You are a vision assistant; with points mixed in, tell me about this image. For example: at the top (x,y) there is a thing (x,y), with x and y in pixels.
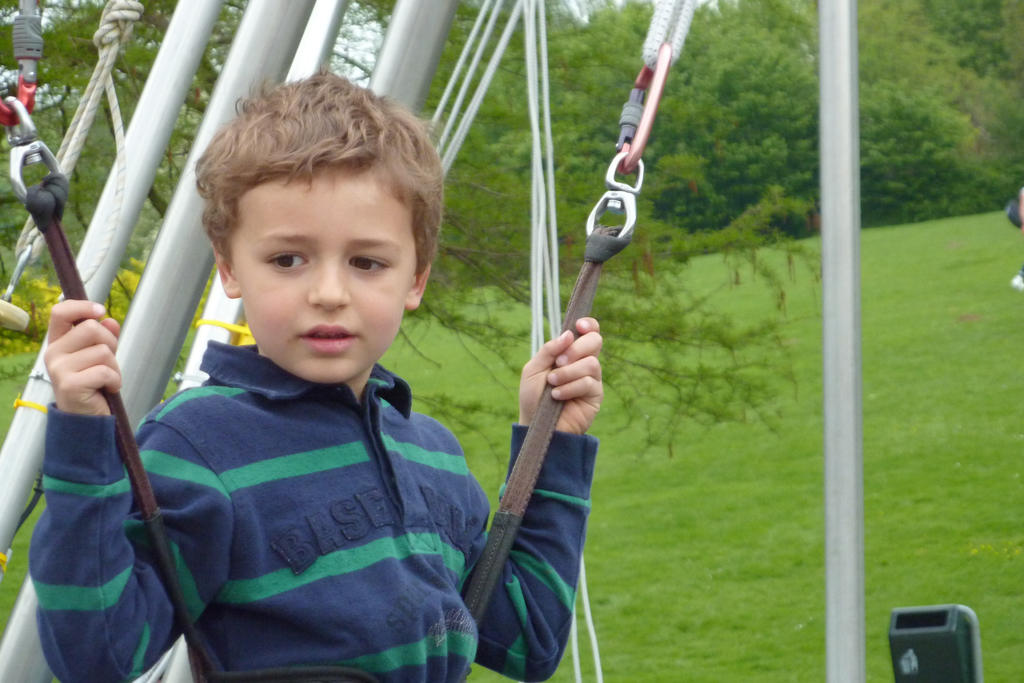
In this image I can see a boy (189,570) in the front (464,583) and I can see he is holding few belts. In the background (150,325) I can see few poles (400,93), few ropes (536,108), number of trees (616,302) and an open grass ground (1001,563). On the bottom right corner of this image (980,673) I can see an object (968,680).
